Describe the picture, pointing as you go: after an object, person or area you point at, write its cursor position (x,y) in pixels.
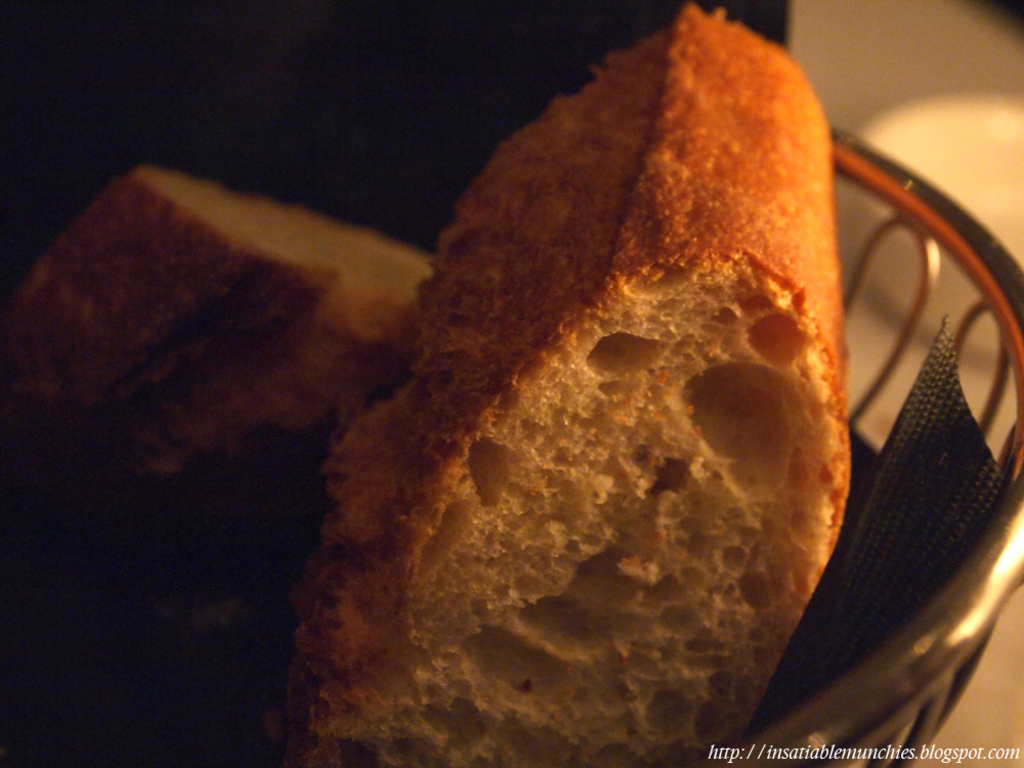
This is a zoomed in picture. In the center (545,471) there is a bowl (997,566) containing some food items (540,397). At the bottom right corner (945,754) we can see the text (963,763) on the image.
